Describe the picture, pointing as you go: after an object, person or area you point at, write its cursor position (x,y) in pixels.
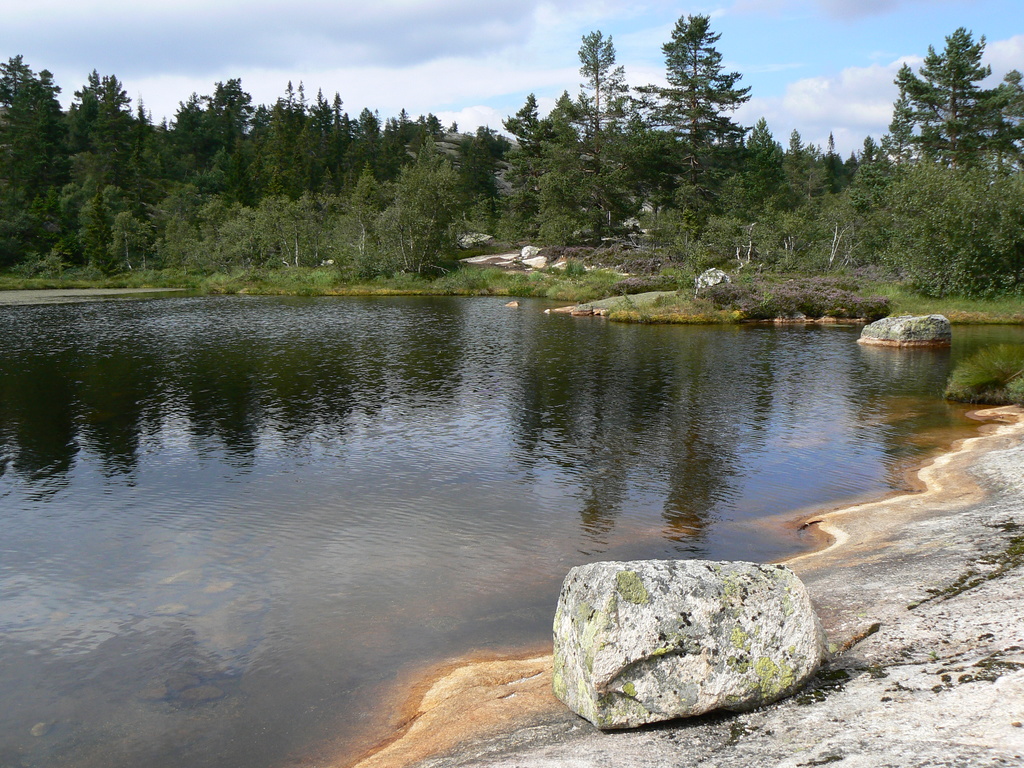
In this images we can see water (518,503) and on the right (755,672) there is a stone (793,650) on the surface of the rock (973,682). In the background (457,278) there are plants (488,250) and trees (142,181) on the ground (293,284) and we can see clouds (259,3) in the sky (259,3).
